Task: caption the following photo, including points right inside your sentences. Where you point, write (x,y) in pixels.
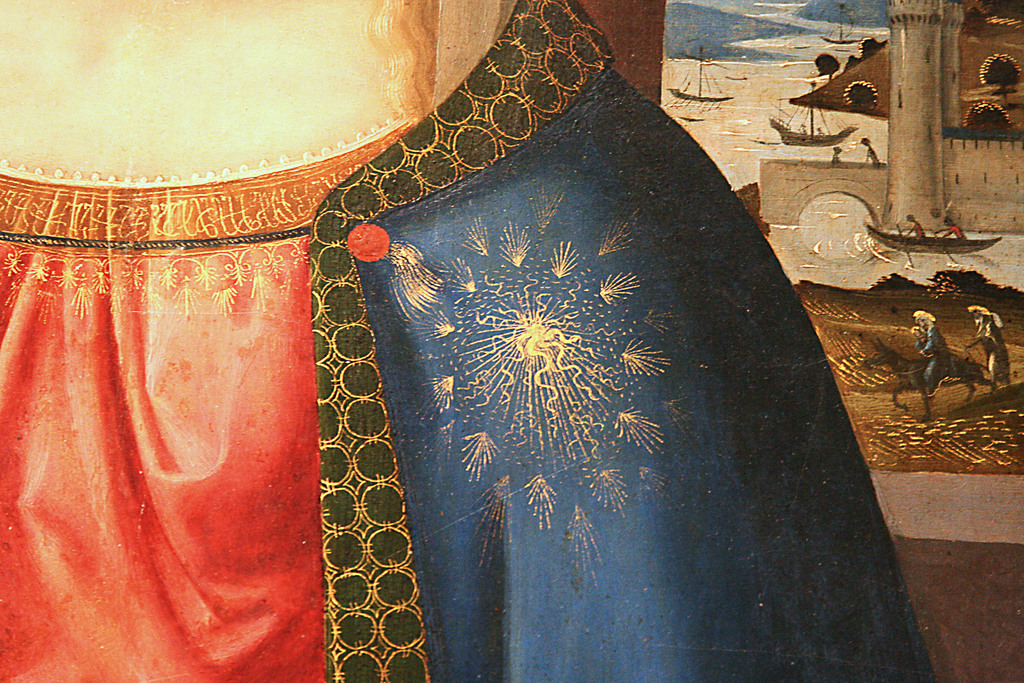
As we can see in the image there is drawing (515,320) of few people (1003,359), horses (954,378), water (855,261), buildings (937,206) and boats (684,90).
